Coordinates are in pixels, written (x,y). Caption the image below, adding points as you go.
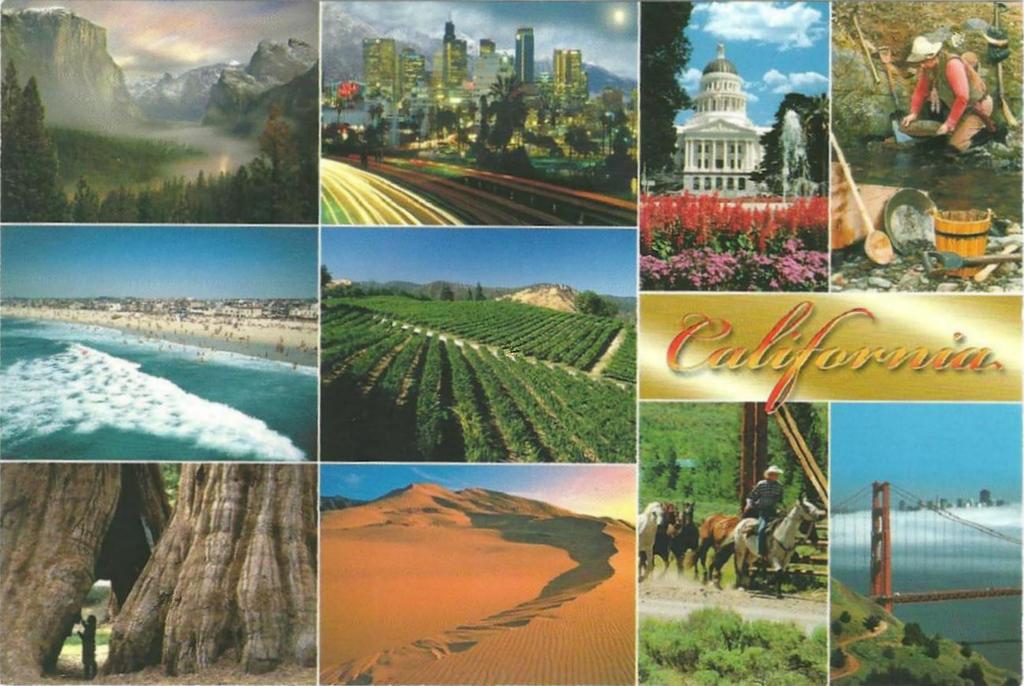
It is the collage of different images. On the right side (804,355) middle, we can see the text (954,360). On the left side (120,563) bottom there are two trees (62,569) on the ground (141,672). On the right side (884,563) bottom there is a bridge (884,590). In the middle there is a desert (470,589). At the top (469,79) there are buildings (459,93) one beside the other. On the left side (136,74) top there are hills (156,110).
